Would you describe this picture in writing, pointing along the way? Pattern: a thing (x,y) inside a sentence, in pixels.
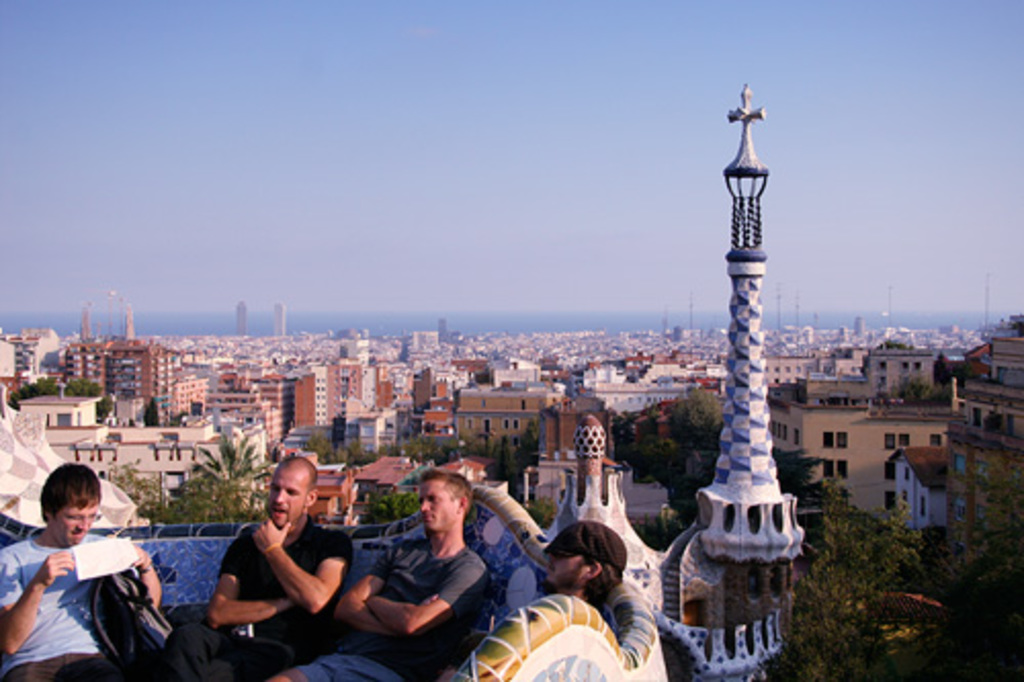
In this image we can see there are persons (238,589) sitting on the sofa (197,568). At the back (703,439) there are buildings (625,360), trees (882,550) and the sky (552,193).
